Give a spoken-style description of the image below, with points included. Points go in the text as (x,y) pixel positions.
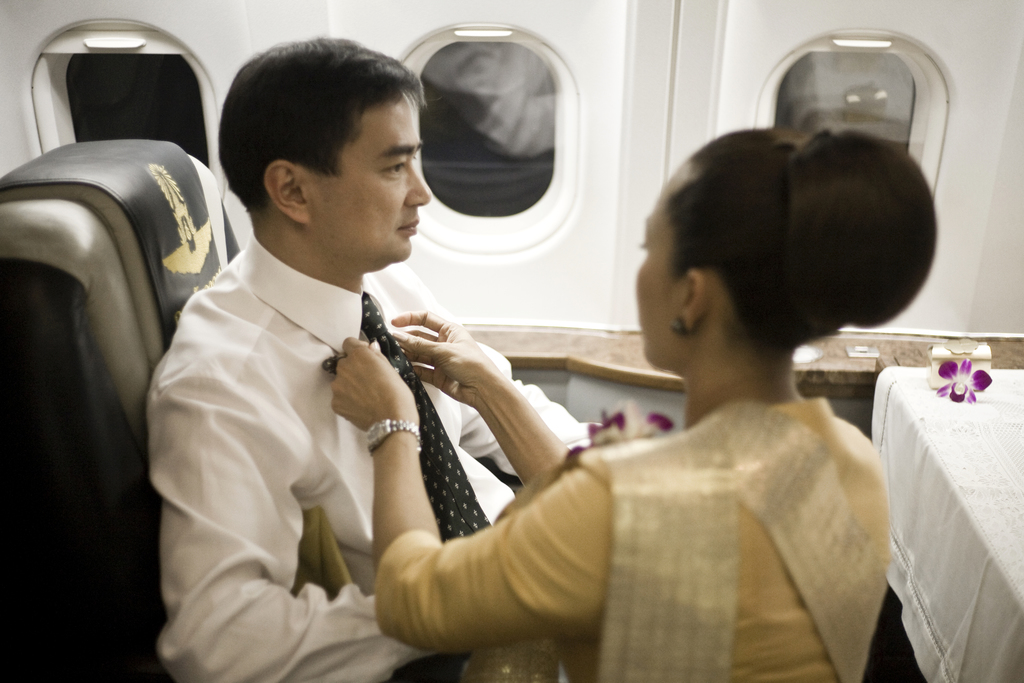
In this image I can see a person (263,452) wearing white shirt (285,433) and black tie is sitting on a chair (32,293) and I can see a woman (600,517) wearing brown colored dress (544,562) is holding a person's tie (417,378). In front of him I can see a table (976,403) and on it I can see a purple colored flower (954,375). In the background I can see few windows (542,128) of the aircraft (440,111).
